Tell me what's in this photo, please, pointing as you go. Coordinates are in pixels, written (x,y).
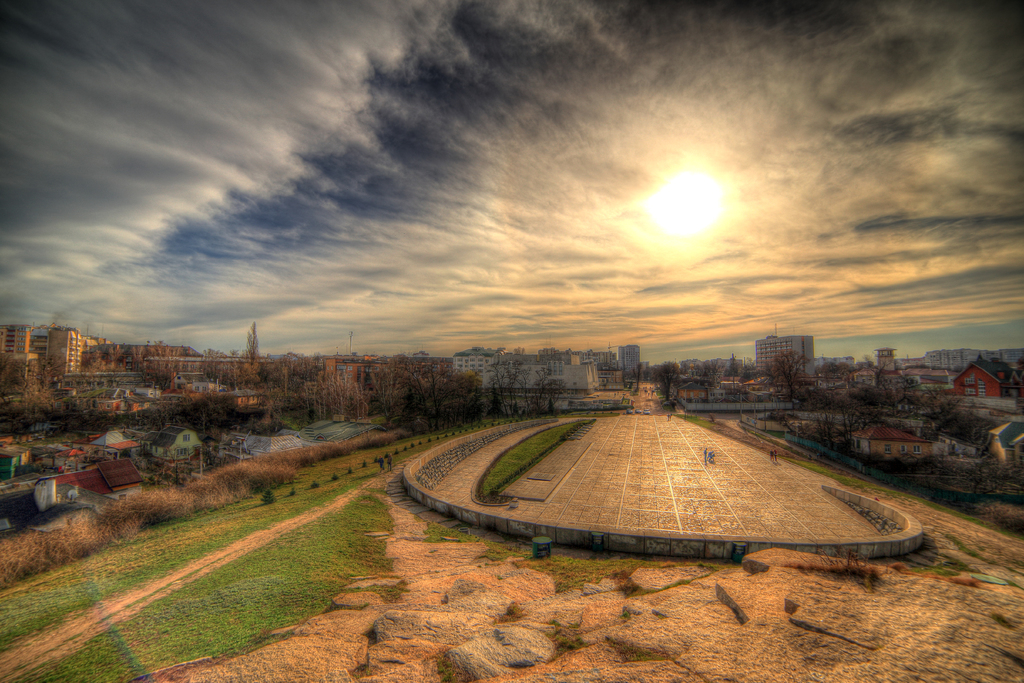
In this picture we can see few people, few houses (83,492), trees (333,412) and buildings (560,357), and also we can find clouds (328,187).
